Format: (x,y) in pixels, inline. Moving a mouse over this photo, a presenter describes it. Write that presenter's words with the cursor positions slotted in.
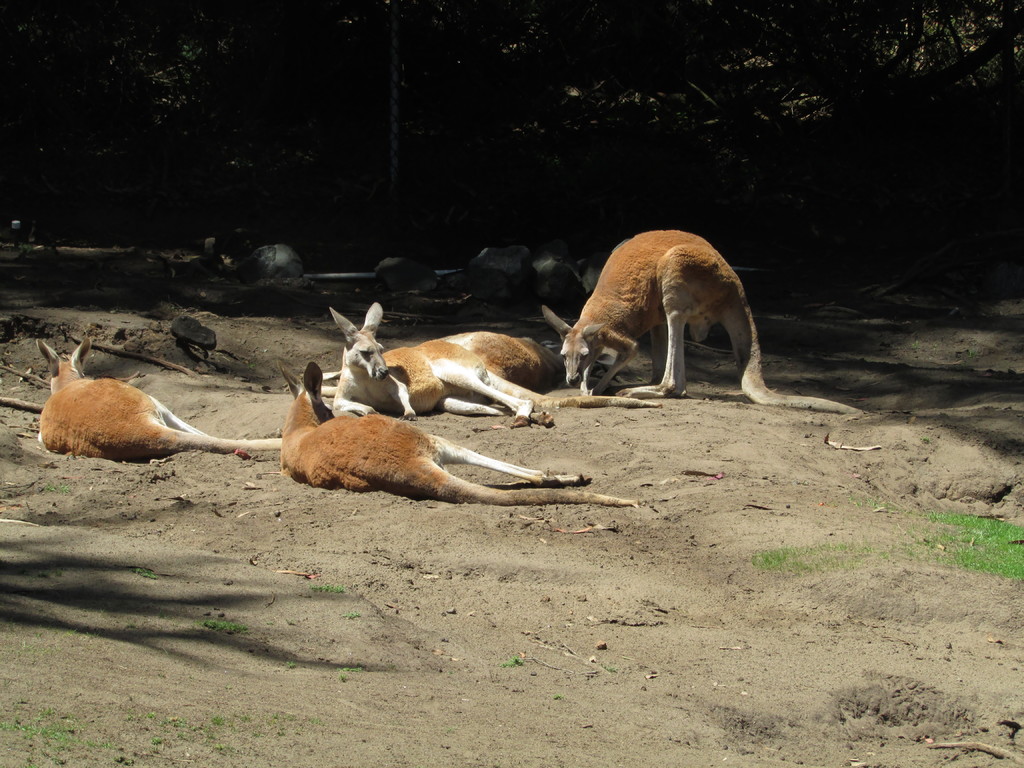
In this image I can see the ground (423,606), some grass (988,553) on the ground (911,547) and few kangaroos (407,401) which are white and brown in color. In the background (564,305) I can see few trees (566,82) and few rocks (524,269).
